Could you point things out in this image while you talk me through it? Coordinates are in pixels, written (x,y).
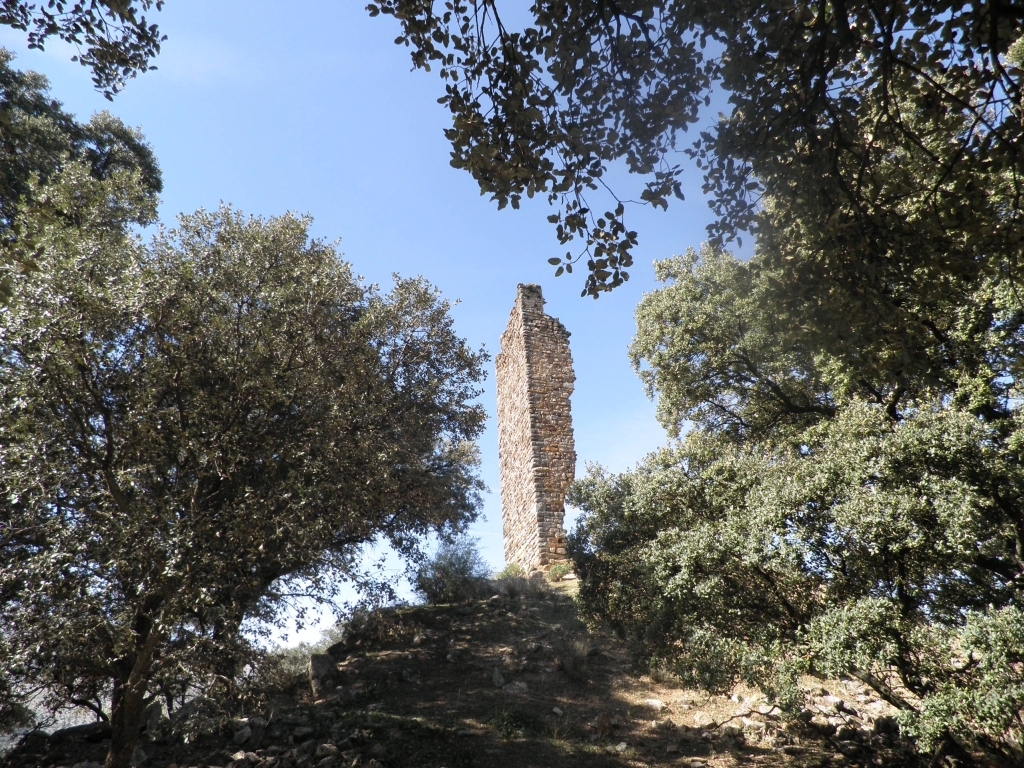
In this picture I can see trees (758,321) and a brick wall (547,403) and I can see a blue cloudy sky (211,124).
